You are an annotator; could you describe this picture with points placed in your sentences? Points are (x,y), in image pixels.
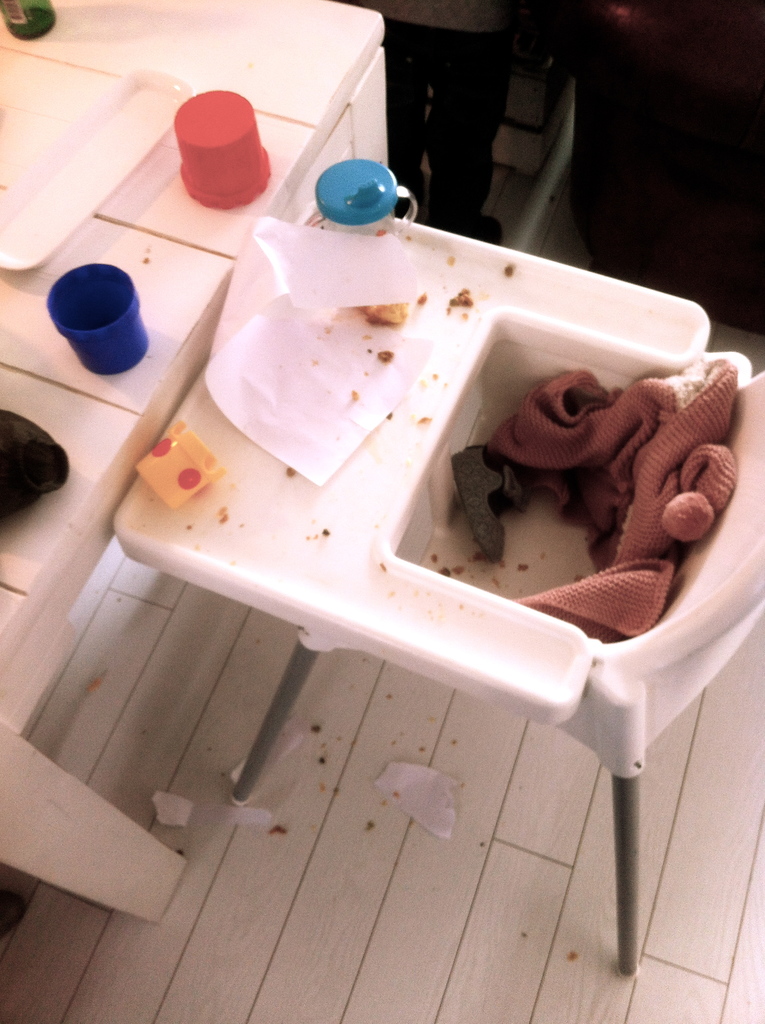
On the left side of the picture (47,524) there is a table (71,255), on the table (196,216) there are cups (82,283), plate (69,137), bottle (42,1) and other objects (49,446). In the center of the picture (461,425) there is a chair (517,527), on the chair (714,659) there are clothes (520,494), paper (286,434) and cup (320,189). At the top (473,85) is a person (482,124) and furniture (693,173).
